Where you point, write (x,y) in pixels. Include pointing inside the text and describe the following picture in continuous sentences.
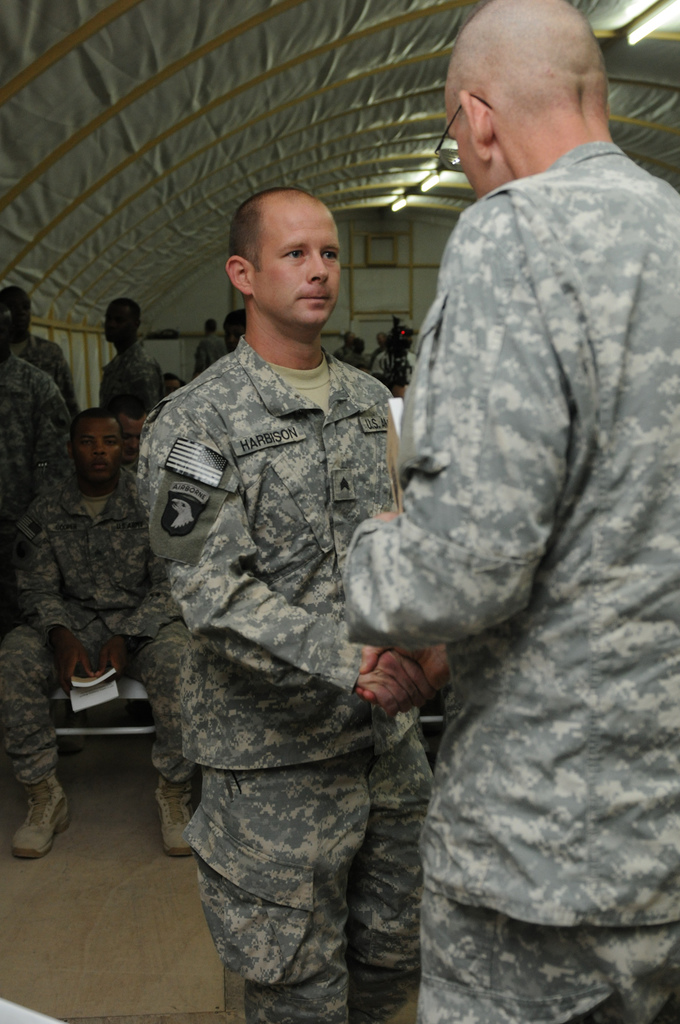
In the picture we can see two army people (359,859) are standing and shaking the hands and looking at each other and they are in army uniforms (368,855) and behind them, we can see one man (159,639) is sitting on the bench (92,734) and some people (27,412) are standing under the shed (245,148) and to the ceiling (234,152) we can see the lights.
